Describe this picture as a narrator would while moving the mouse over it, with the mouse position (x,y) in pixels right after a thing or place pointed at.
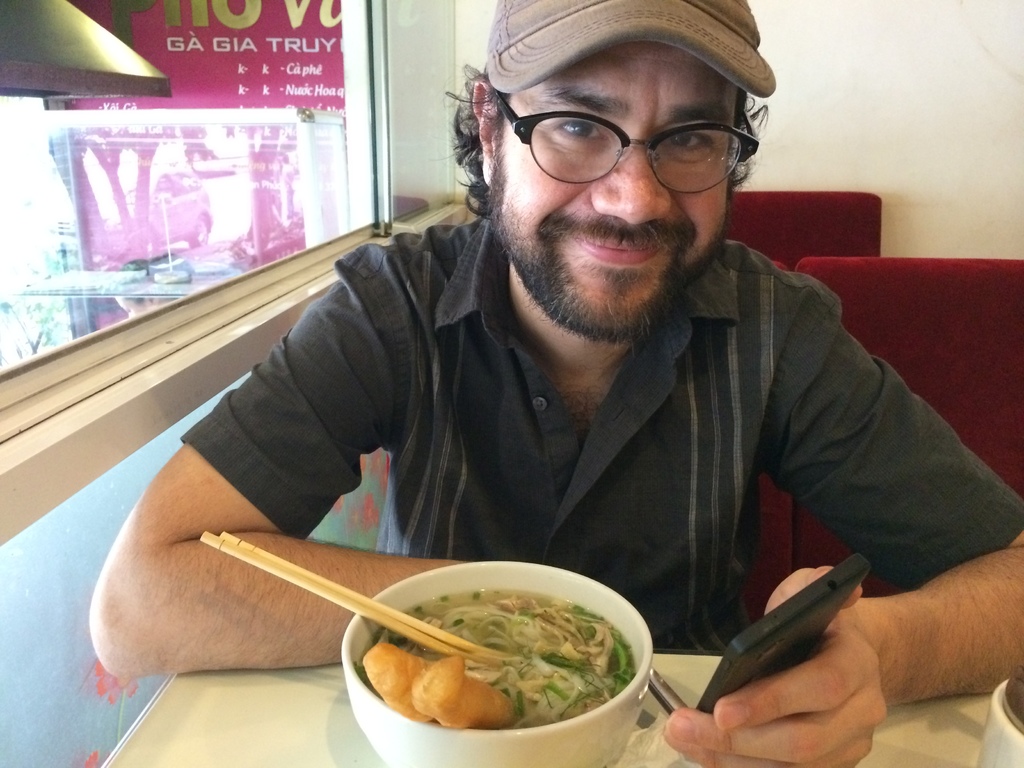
Here we can see that a person (628,124) is sitting on the chair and smiling and holding a mobile (798,606) in his hands (829,690), and in front (505,650) here is the table (364,756) and food items (467,666) on it, and here is the glass (177,132).
